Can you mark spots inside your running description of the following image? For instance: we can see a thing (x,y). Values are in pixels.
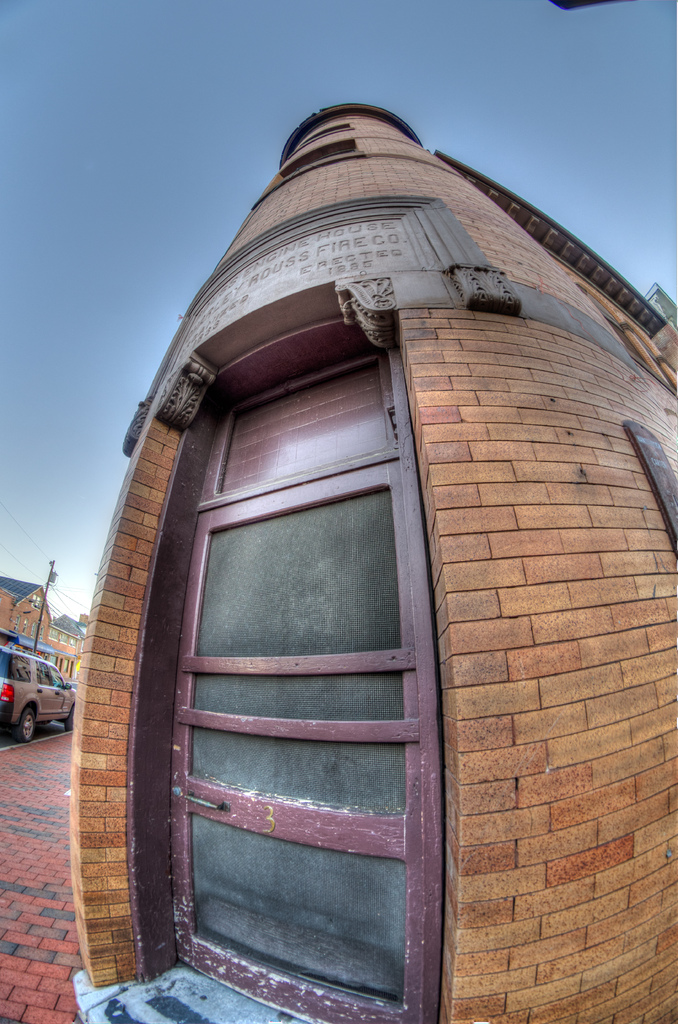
In this image we can see the building (399,478) with the door (288,664) and also the text (287,270). We can also see the path (27,798), vehicle (19,735), electrical pole (36,639) with wires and also the houses (38,590) on the left (41,603). In the background (144,131) we can see the sky (527,100).
